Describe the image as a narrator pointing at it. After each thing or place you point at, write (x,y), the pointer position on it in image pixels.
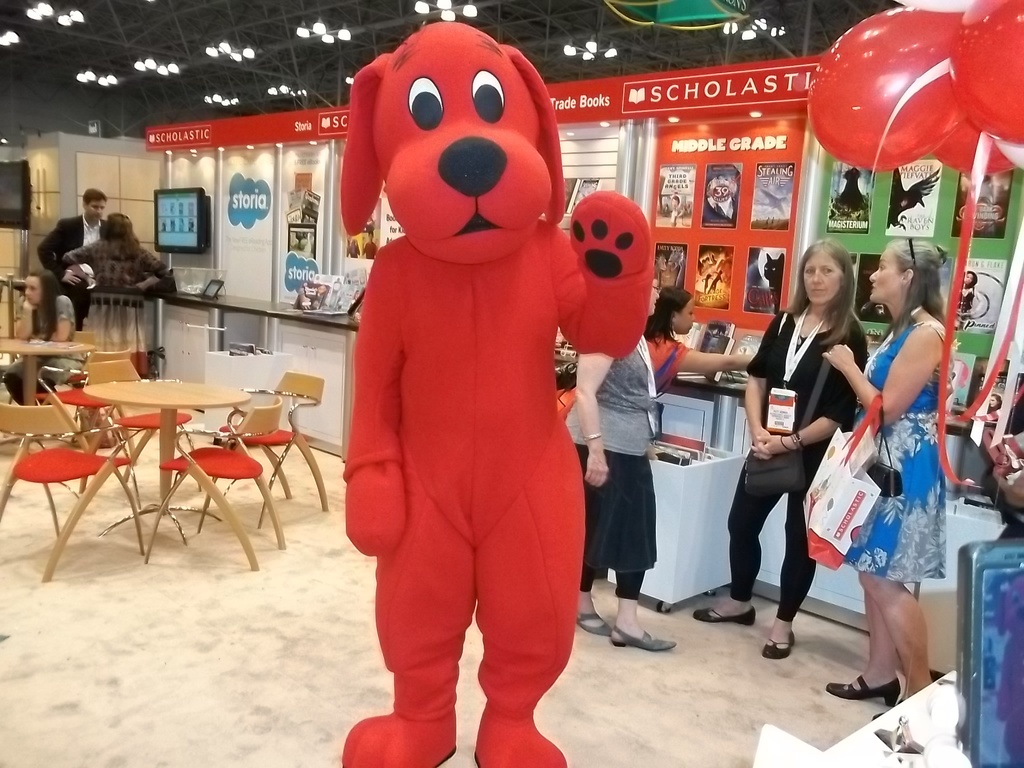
This picture is of inside the room (586,5). On the right (914,252) there are two women (863,397) standing and seems to be talking. In the center (536,274) there is a man (523,259) wearing a dress of a dog (451,233) and standing. On the left (169,401) we can see the chairs (150,418) and a table (165,416) and there are two person (102,239) standing. In the background (207,149) we can see the wall (253,179), a television (198,206), posters (685,168) on the wall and a platform (351,328).
